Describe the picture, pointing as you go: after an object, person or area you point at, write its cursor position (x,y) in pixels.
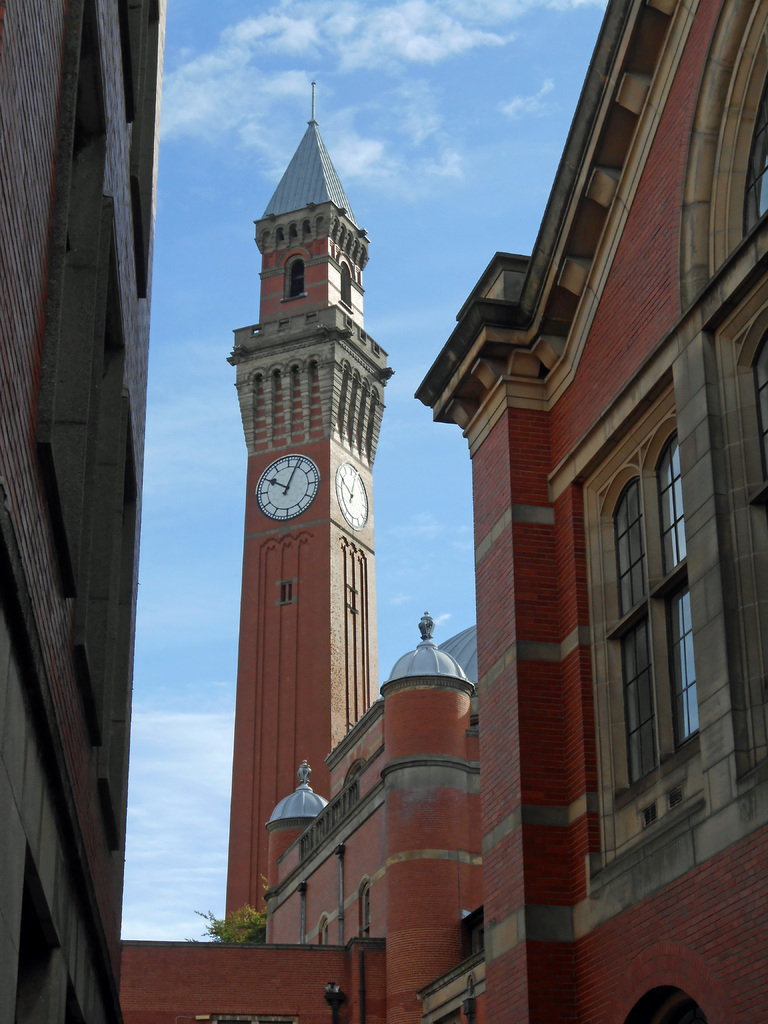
This picture shows tall buildings (644,154) with clock (297,476) on it and blue cloudy sky (344,71).
